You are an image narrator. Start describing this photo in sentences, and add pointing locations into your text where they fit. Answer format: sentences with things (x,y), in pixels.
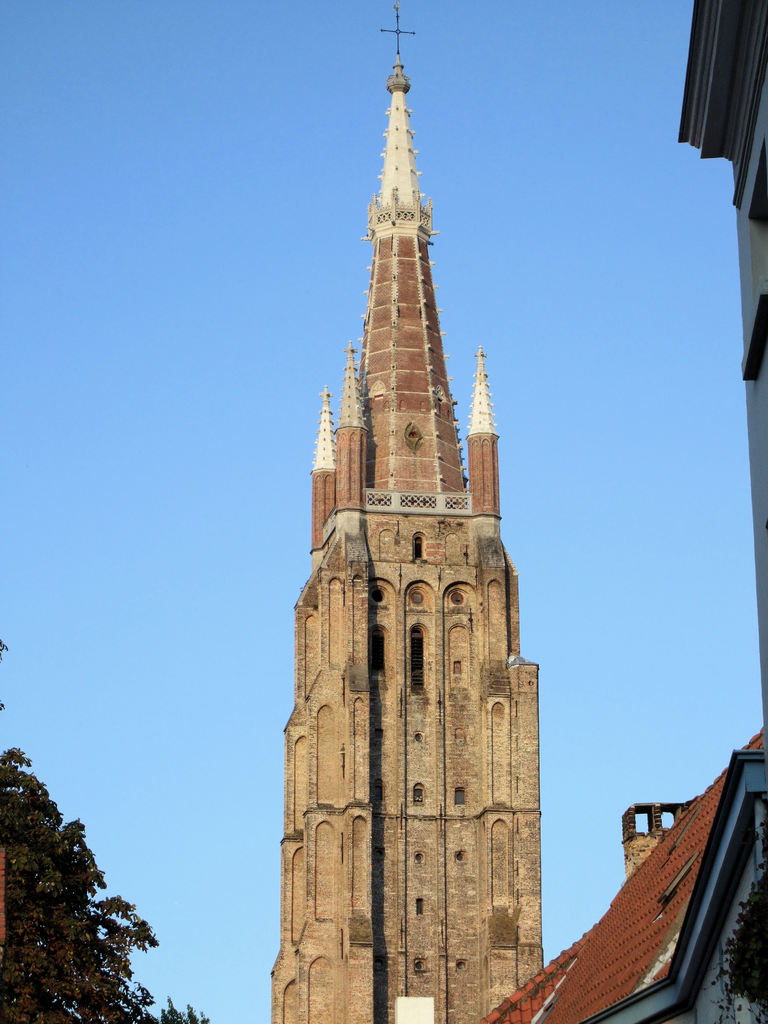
In the center of the image (378,600) there is a church (386,404). On the right side of the image (645,907) there are buildings (709,822). On the left side of the image (125,1023) there is a tree (14,832). In the background of the image (171,343) there is sky (181,238).
